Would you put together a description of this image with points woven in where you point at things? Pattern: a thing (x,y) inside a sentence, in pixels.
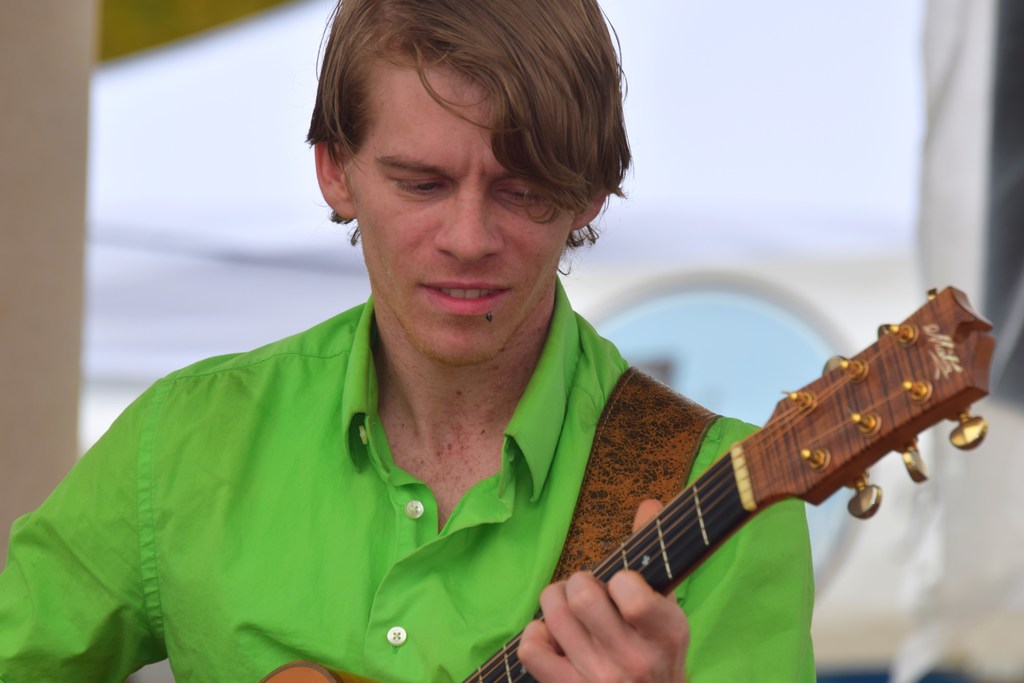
This person (562,463) holding guitar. On the background (48,182) we can see wall (68,203).
